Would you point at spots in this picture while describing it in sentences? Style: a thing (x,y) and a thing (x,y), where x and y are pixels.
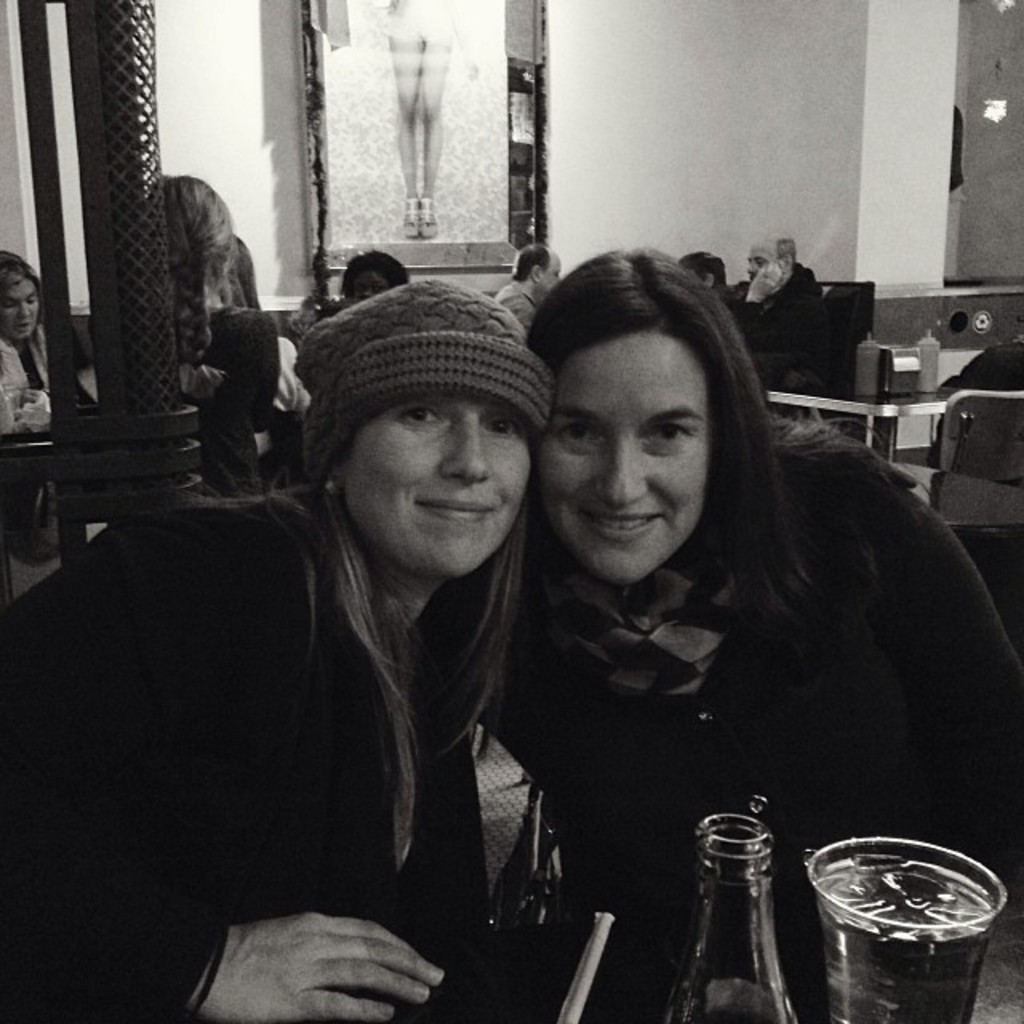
As we can see in the image there are few people (829,440) over here. The persons (411,514) who are sitting on the front (539,697) are wearing black color dress (425,729). In front of them there is a bottle (740,912) and a glass (925,968).
